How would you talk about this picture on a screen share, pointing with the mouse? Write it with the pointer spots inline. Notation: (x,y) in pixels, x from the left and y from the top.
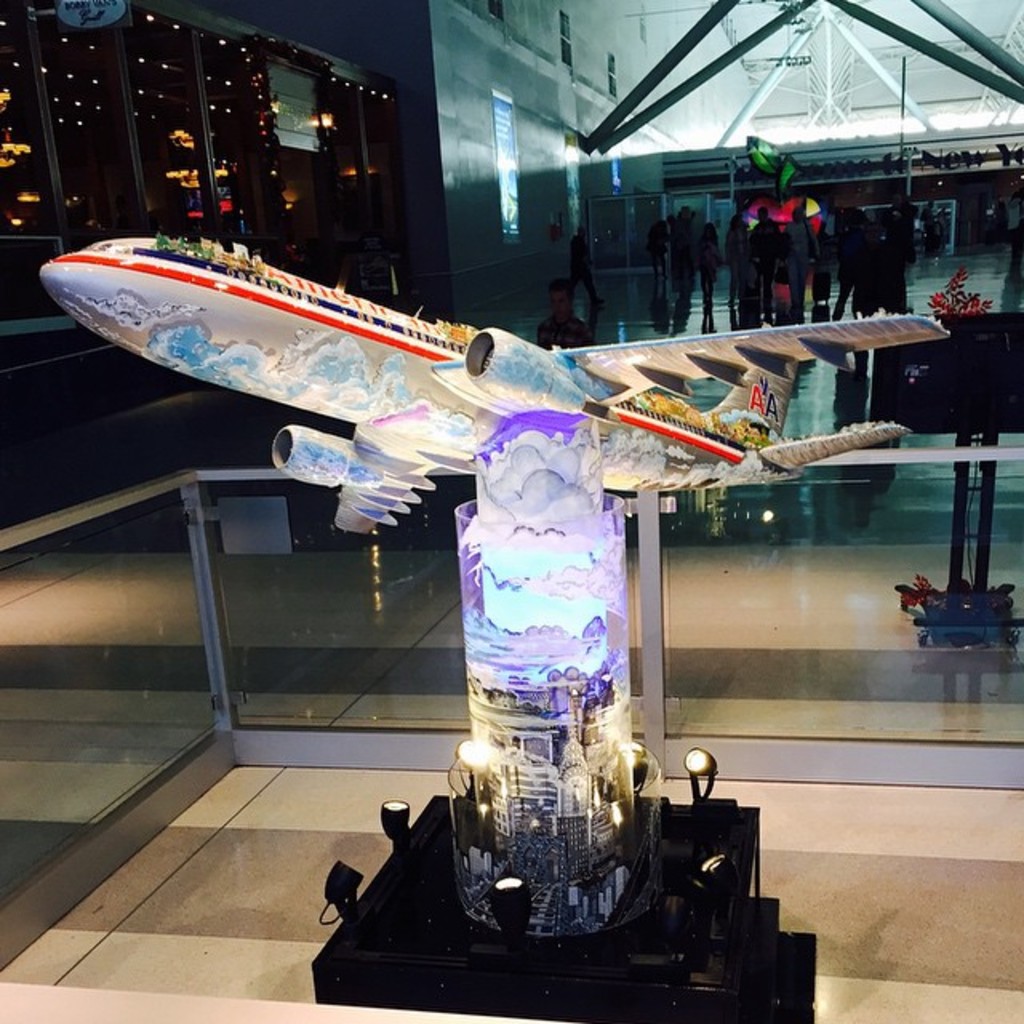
In this image there is an airplane (763,357) on the ready made architecture (487,575) which is on the table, there are lights (624,764), group of people (742,247) standing, iron rods (778,29), boards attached to the wall (546,63).
